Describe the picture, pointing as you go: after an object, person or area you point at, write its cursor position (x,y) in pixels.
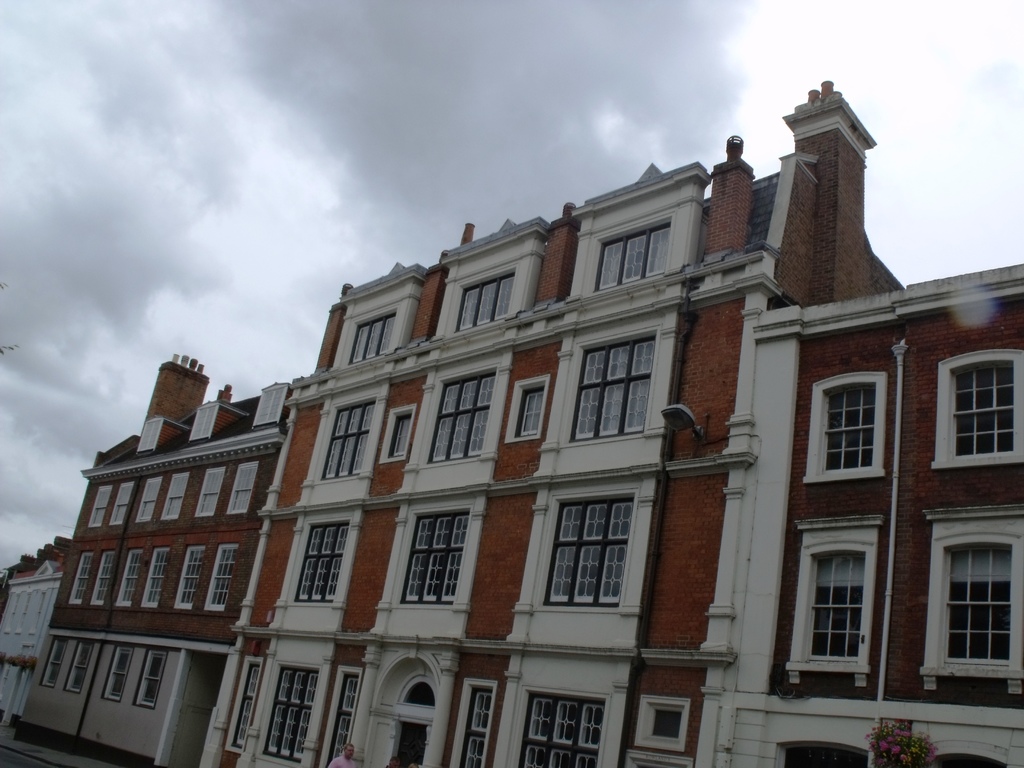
In this image we can see sky (231,223) with clouds (274,204), buildings (502,515), windows (326,593), pipelines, persons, flowers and an electric light (669,411).
